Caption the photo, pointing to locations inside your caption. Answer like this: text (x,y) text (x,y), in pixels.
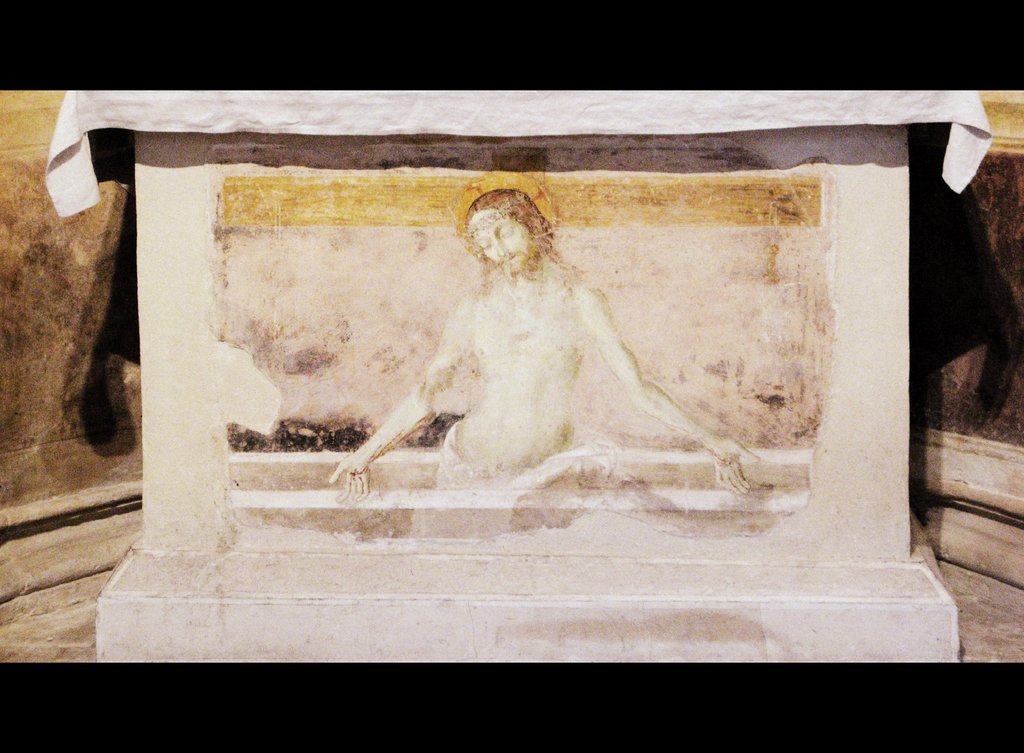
In the given image i can see the painting (487,262) of the jesus (468,355).
